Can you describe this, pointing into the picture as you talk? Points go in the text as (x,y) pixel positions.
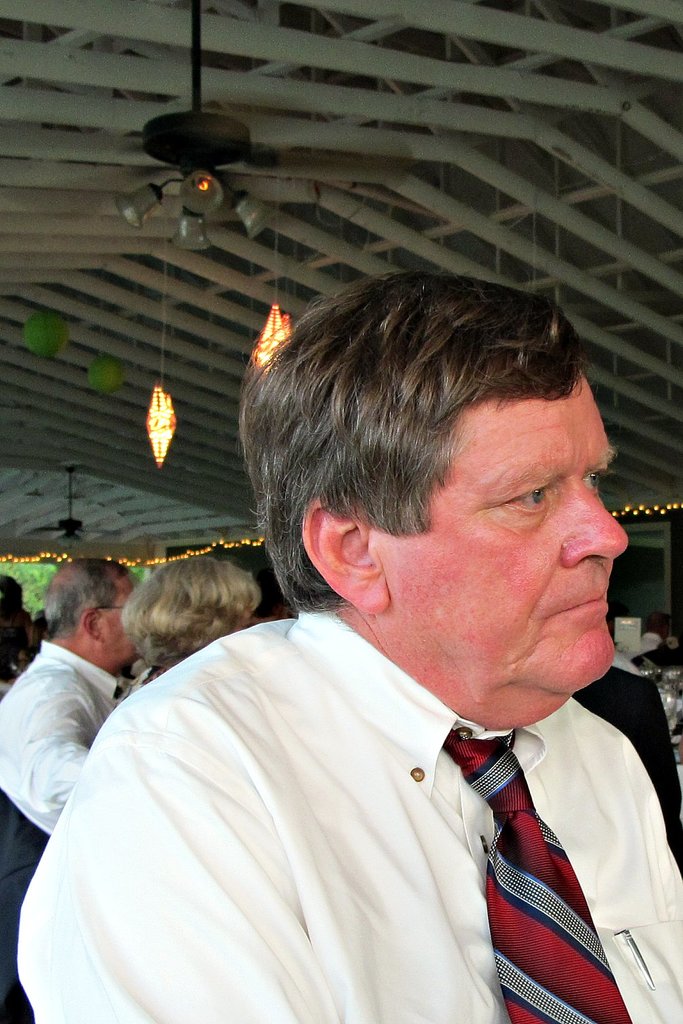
In this picture I can see a man (301,598) in front (380,737) who is wearing white shirt (350,819) and a tie (500,751). In the background (256,598) I can see few people (55,757). On the top of this picture (250,219) I can see the lights (133,220) and I can see the rods (248,310).
